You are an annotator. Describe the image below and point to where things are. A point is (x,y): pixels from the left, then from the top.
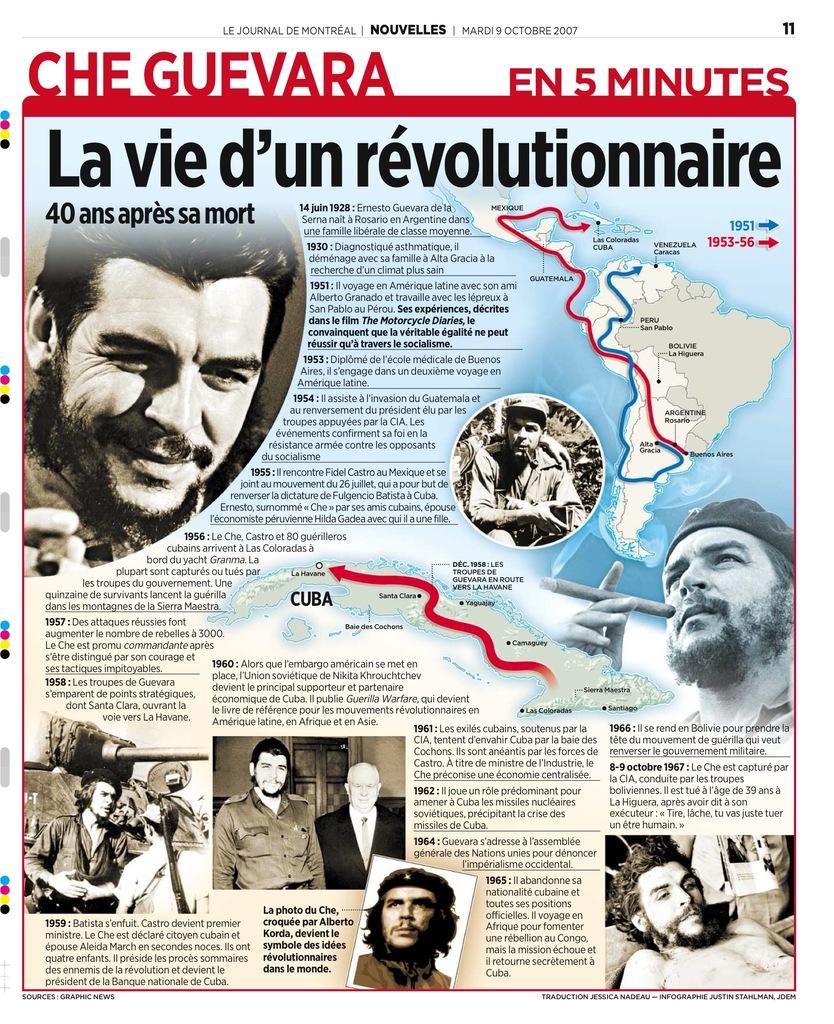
This is the poster image in which there are text (318,511) written on it and there are images (195,450) of the persons (127,311).
